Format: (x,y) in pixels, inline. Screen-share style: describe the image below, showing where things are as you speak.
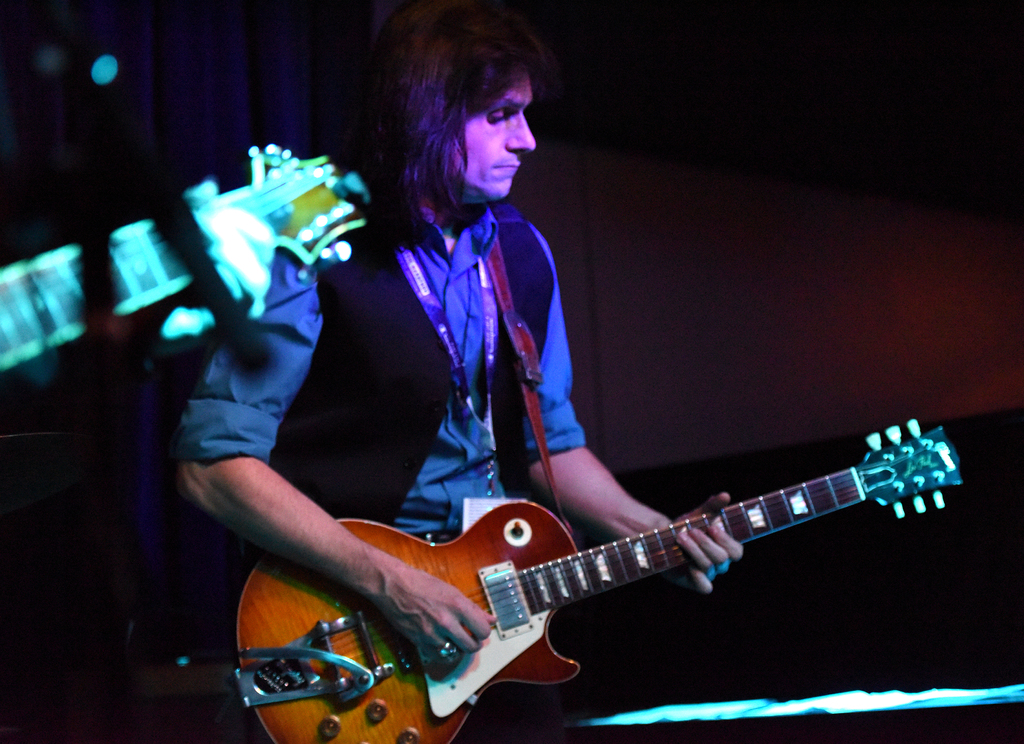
In this image I see a man (598,526) who is standing and holding a guitar (572,594) in his hands (392,587).
